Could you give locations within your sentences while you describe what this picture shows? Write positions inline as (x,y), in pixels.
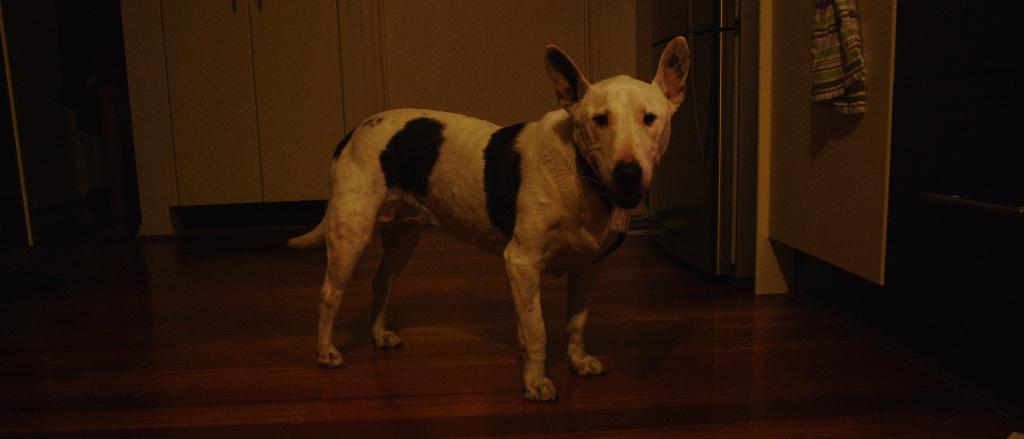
In this picture there is a dog (467,145) standing and there is a cloth (840,58) placed on an object (810,88) in the right corner (841,78) and there is a refrigerator (715,104) beside it and there are some other objects (395,39) in the background (392,29).
